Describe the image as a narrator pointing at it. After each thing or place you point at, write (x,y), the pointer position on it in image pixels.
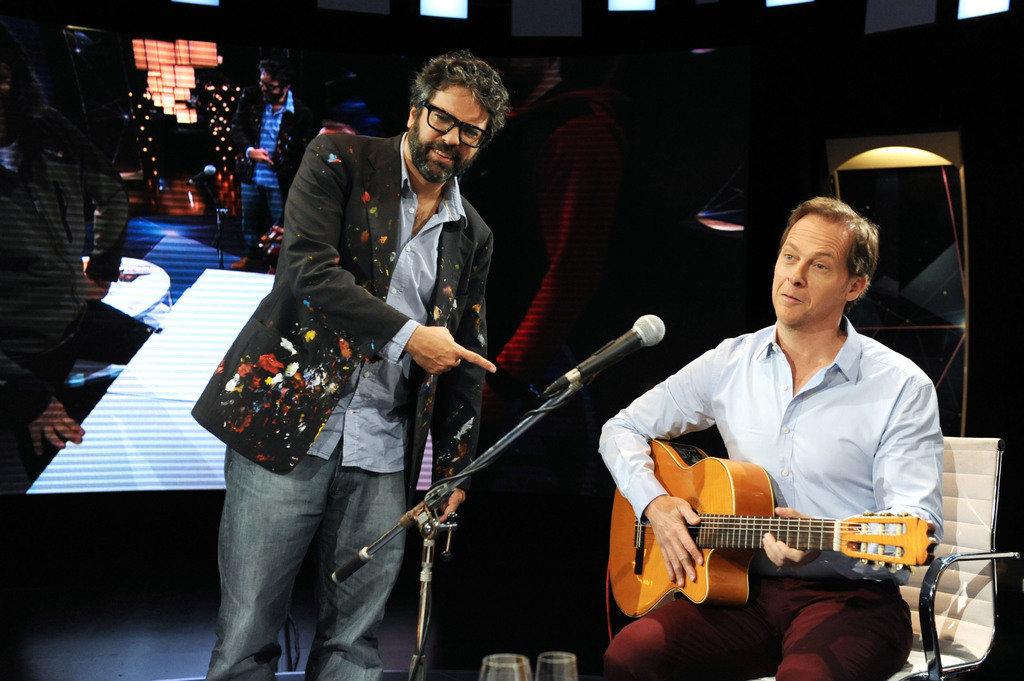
This image is clicked in a musical concert where there is screen (257,250) on the back side (262,205) and there are two persons (741,441) in the front (795,522). the one who is on the right side (873,490) is sitting on chair (946,577), he is playing guitar (647,601) and a mike (630,333) is in front of him. another person (422,364) who is in the middle (449,349) is standing and he is pointing towards something. He is wearing black blazer (462,337). Glasses (500,667) in the bottom (500,667).
